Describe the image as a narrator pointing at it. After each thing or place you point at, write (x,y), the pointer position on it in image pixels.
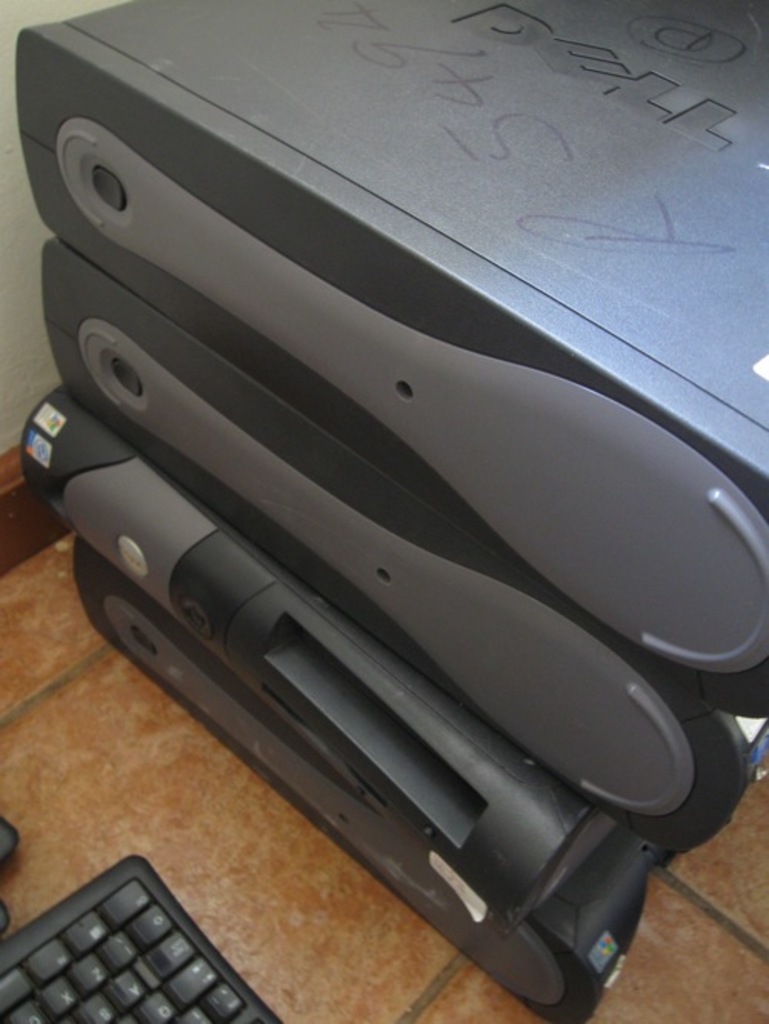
In this image there is a CPU (461,812). Beside that there is a keyboard (166,978) on the floor (301,943).
